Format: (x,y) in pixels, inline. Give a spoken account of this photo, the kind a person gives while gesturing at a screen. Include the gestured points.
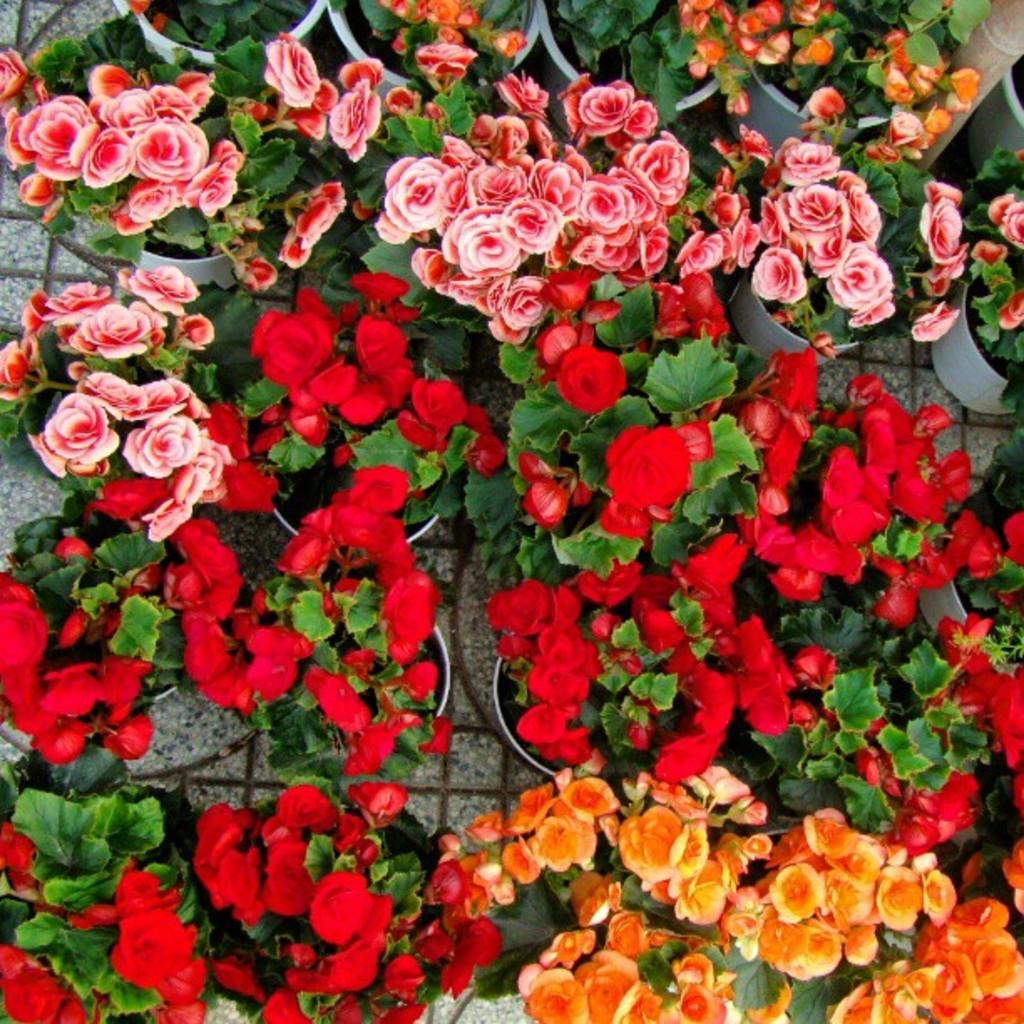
In this picture I can see some flowers (556,369) to the potted plants (370,490).
